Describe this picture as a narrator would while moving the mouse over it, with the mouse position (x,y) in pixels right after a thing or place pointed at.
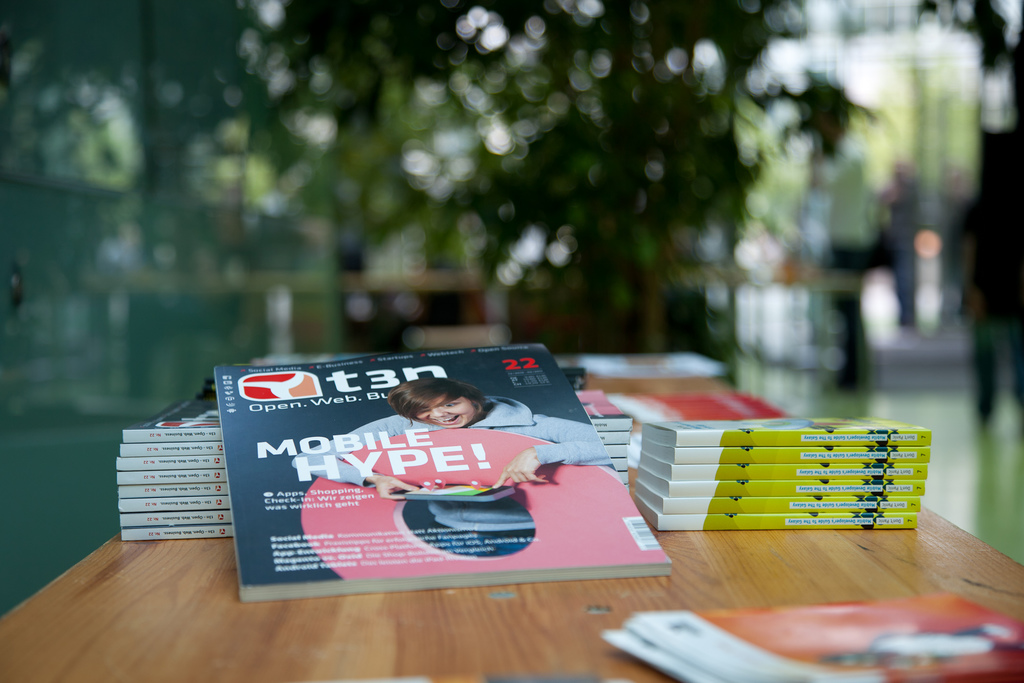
In this image there are books (453,424) on the table (539,615). At the back (667,107) there is a tree (618,148) and at the right (987,177) there is a person (1001,236).
